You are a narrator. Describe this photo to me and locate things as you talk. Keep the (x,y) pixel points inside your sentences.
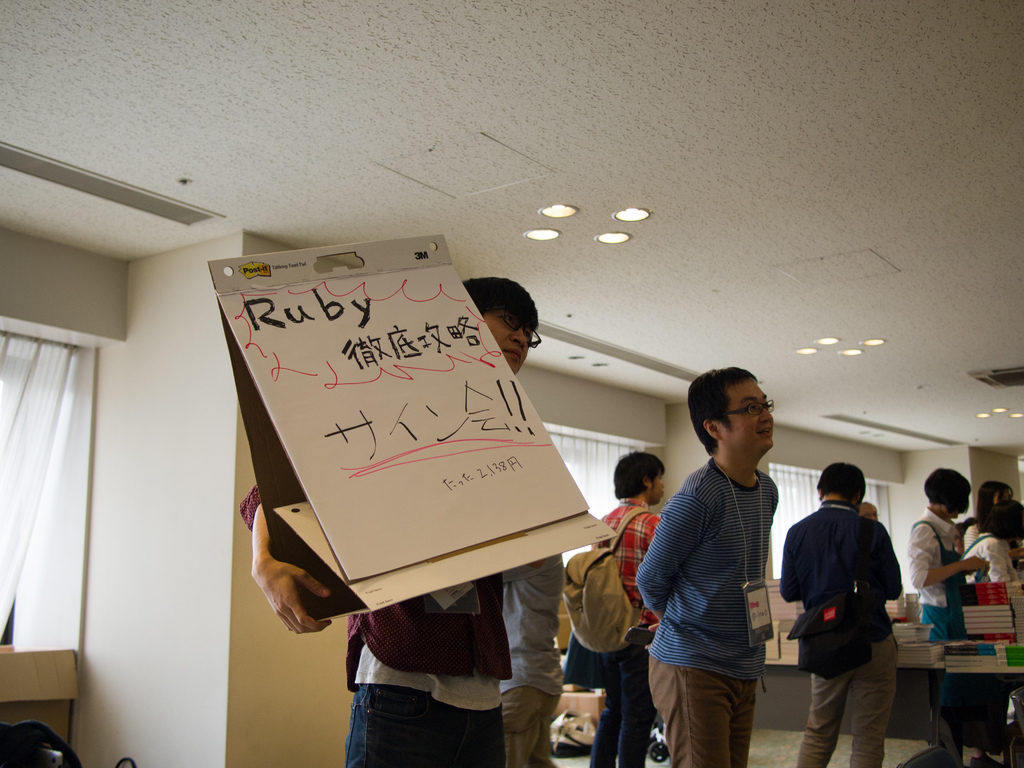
In this image we can see there are persons (715,437) standing and wearing id cards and holding a board (439,486) with some text (415,389). And there is a table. On the table (932,679) there are books (973,620). And at the back (86,730) there is a curtain (2,378), Wall (211,330) and an object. And at the top (637,131) there is a ceiling (440,187) with lights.
